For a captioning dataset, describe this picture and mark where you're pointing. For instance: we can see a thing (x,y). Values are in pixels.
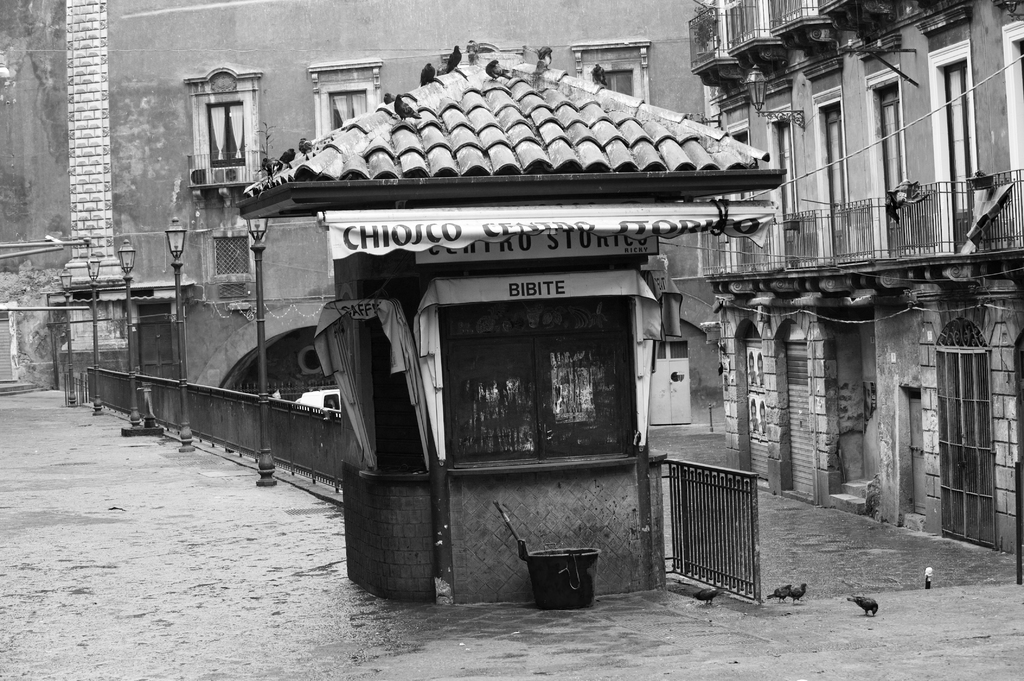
In this image there is a kiosk (459,385) at bottom of this image (370,467) and there are some poles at left side of this image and there are some buildings (109,96) in the background (751,406) and there are some birds (800,588) at bottom right side of this image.
